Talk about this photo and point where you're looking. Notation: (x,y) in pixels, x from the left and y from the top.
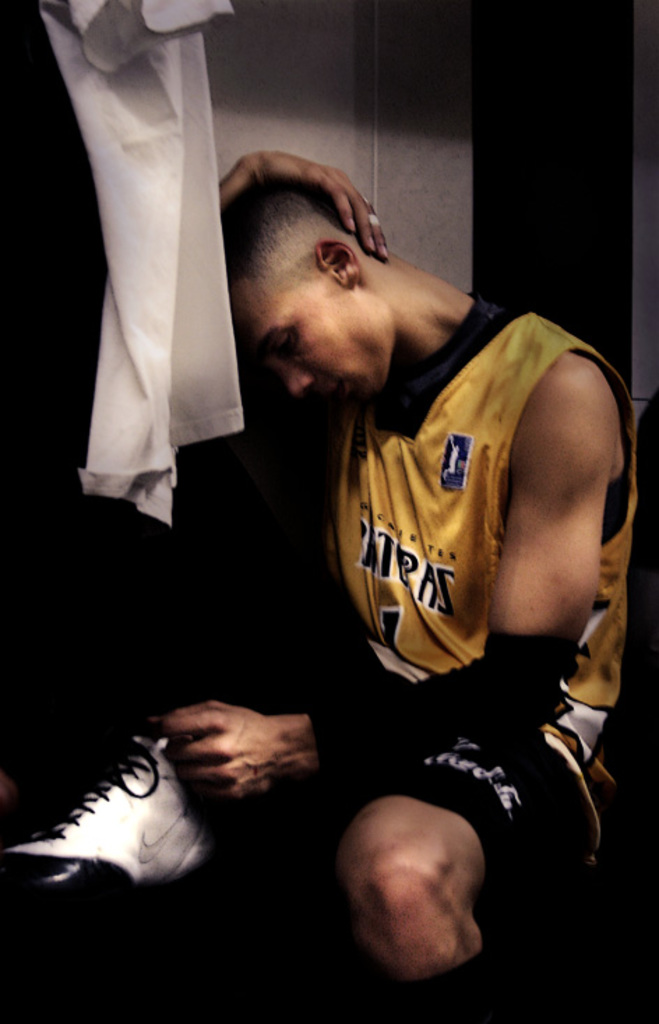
In the foreground of this image (500,714), there is a man (510,777) sitting with one hand (356,220) on his head (328,232). On the left top (155,157), there is a cloth (146,122) and the wall (407,82) behind him.
